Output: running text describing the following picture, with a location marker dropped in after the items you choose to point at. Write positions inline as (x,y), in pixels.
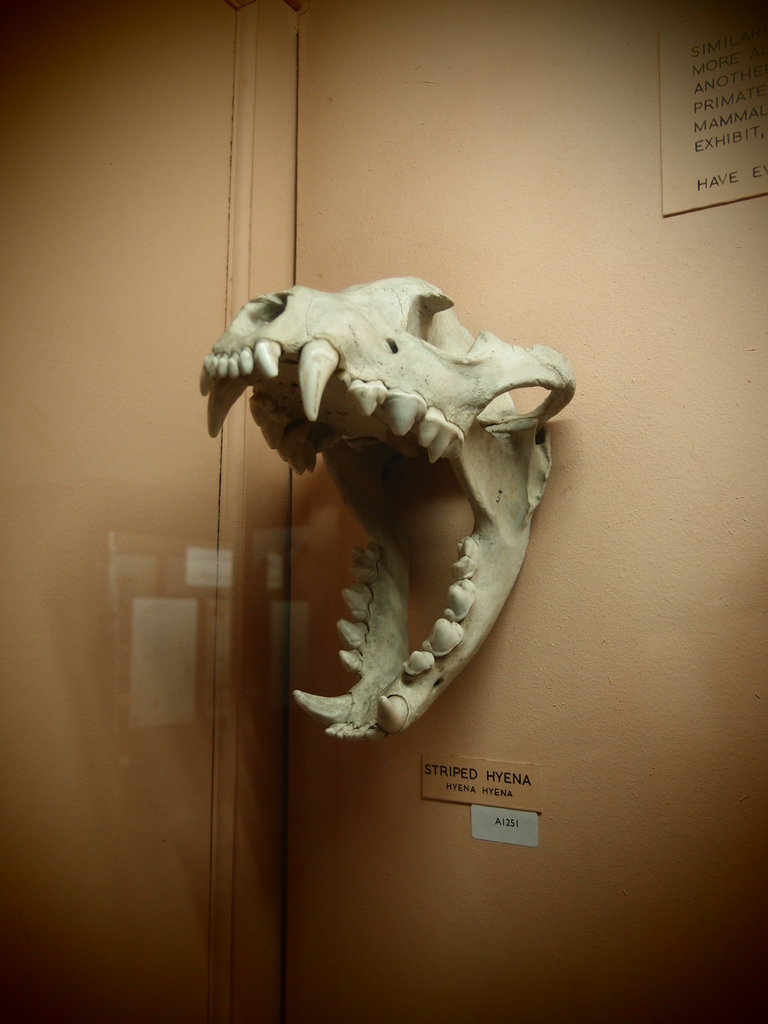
In this picture there is a skull (397,587) on the wall (571,433) and there are boards (719,106) on the wall (522,694) and there is text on the boards (756,157) and there is a pipe (262,887) on the wall (57,899). In the foreground (240,824) it looks like a mirror (178,744).
